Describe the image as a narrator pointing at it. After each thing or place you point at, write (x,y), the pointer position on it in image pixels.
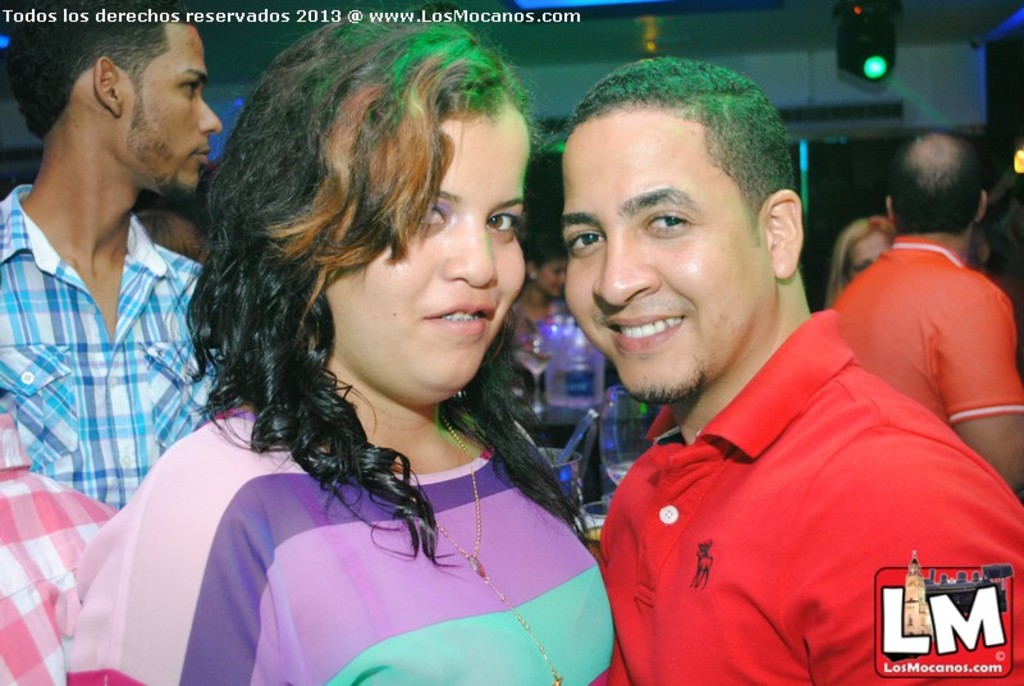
In this image we can see a man (771,448) and a woman (483,393). In the background (958,288) there are many people (184,179). Also there is a green light (872,69). At the top (280,23) something is written. In the right bottom corner (947,575) there is a watermark (966,610). In the back (537,388) there are glasses (617,460) and many other items (554,385).
